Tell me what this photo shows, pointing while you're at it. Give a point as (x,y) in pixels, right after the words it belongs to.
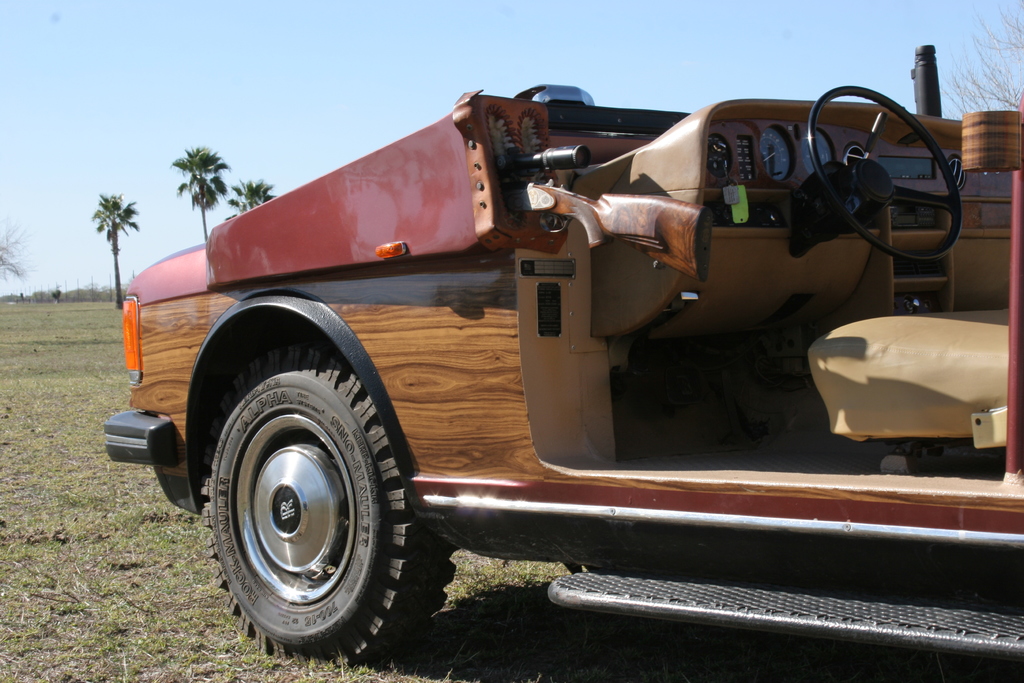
In this image we can see a vehicle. There are few trees (213,194) at the left side of the image (113,218). We can see the sky (268,110) in the image. There is a grassy land (26,352) in the image.
